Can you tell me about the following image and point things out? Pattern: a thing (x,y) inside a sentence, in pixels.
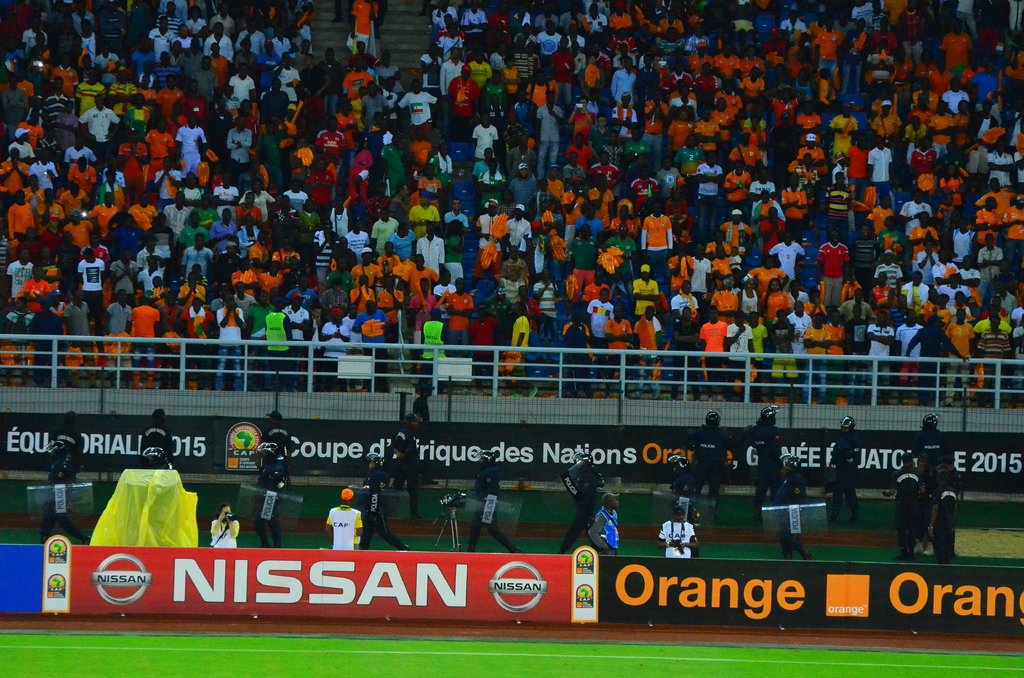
This image is taken in a stadium (579,403). At the bottom of the image (98,651) there is a ground (191,646) with grass (524,648) on it. In the middle of the image (660,438) there are many boards (654,563) with text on them and there is a camera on a stand (456,511) and a few people (681,537) are standing on the ground (201,520) and holding cameras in their hands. There is a railing (648,384). At the top of the image (244,120) many people (137,179) are standing on the stands (760,154).
